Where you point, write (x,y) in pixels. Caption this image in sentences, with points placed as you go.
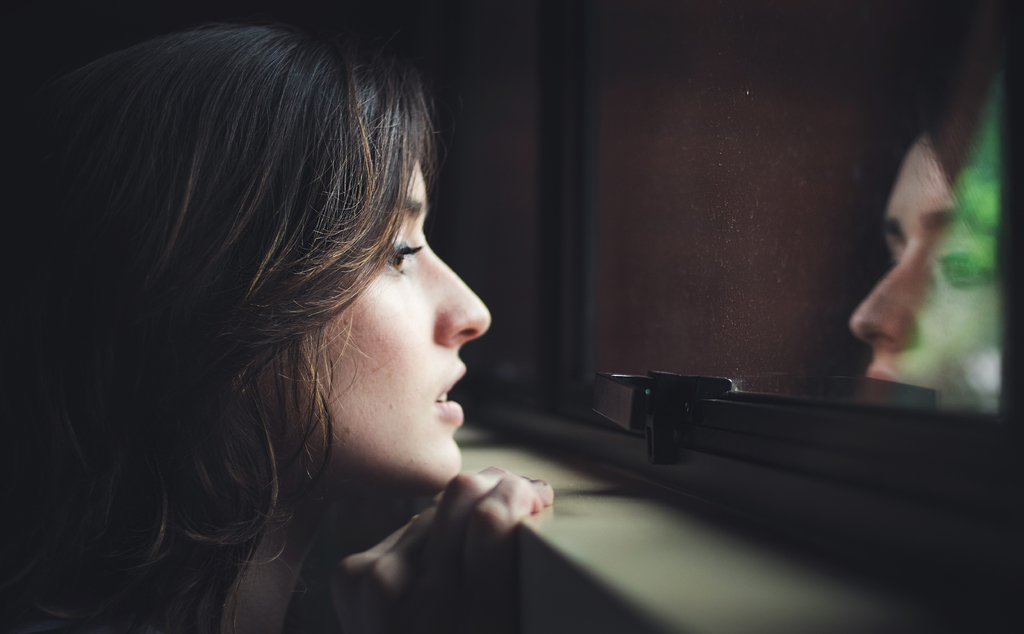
In this image I can see a woman (302,491). There is a glass (927,330) on the right (928,270) and there is a reflection (926,304) of that woman (173,632) on it.
